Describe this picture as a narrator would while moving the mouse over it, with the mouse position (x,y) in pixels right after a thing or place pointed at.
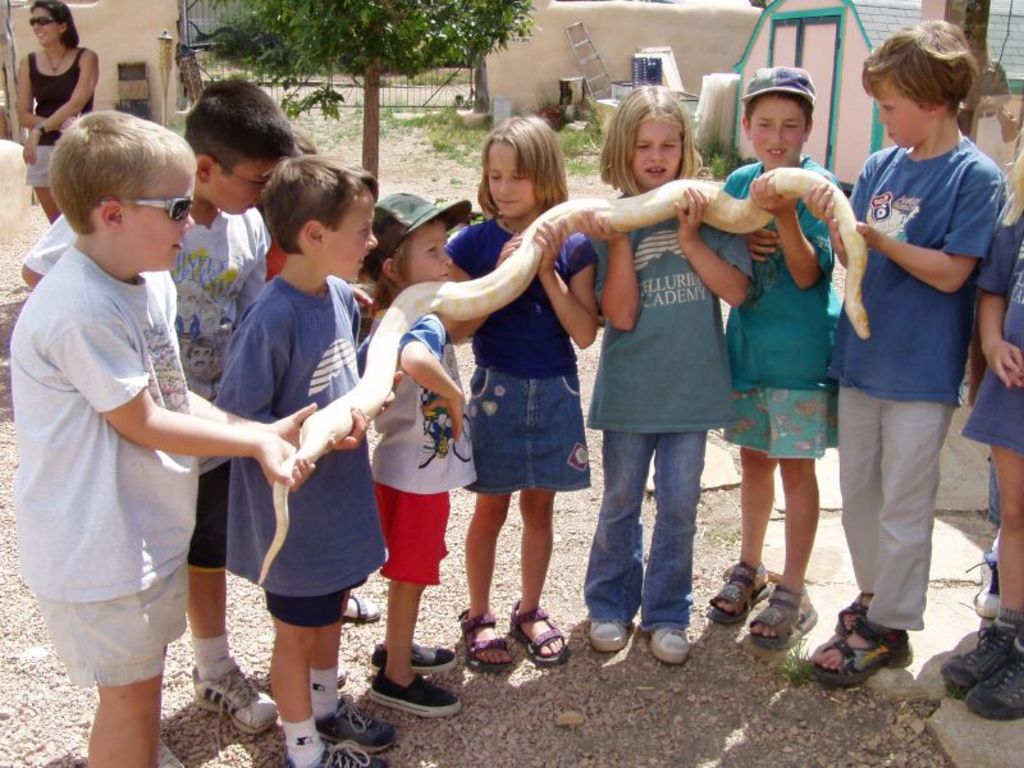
In the center of the image (535,431) we can see kids (424,367) holding a snake (733,204). In the background (62,118) we can see person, gate (245,63), wall (529,73), ladder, building (886,16) and grass (437,133).
